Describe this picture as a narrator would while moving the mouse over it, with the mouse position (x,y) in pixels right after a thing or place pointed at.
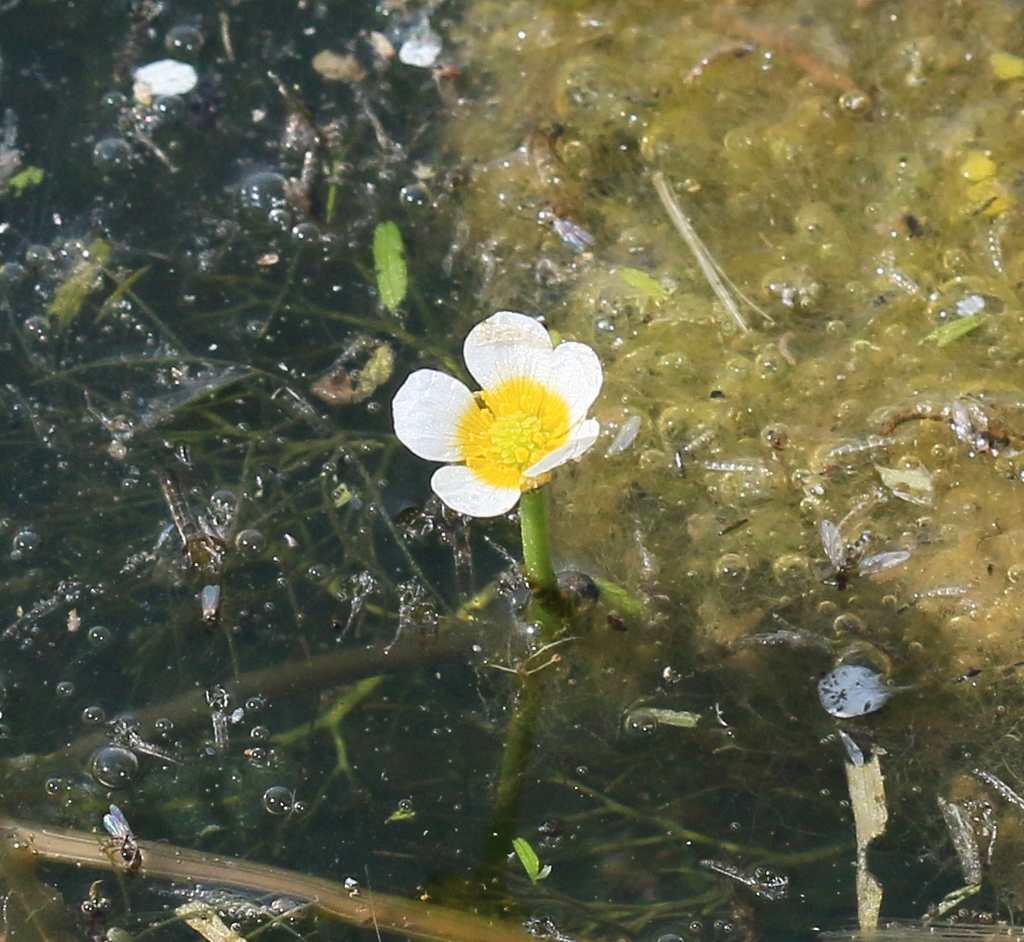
In this image, we can see a stem (541,529) with a flower (495,432) in the water (535,729). We can see some insects (358,606) and water bubbles (251,903). In the water (201,673), we can see stems (384,656) and grass (858,819).
